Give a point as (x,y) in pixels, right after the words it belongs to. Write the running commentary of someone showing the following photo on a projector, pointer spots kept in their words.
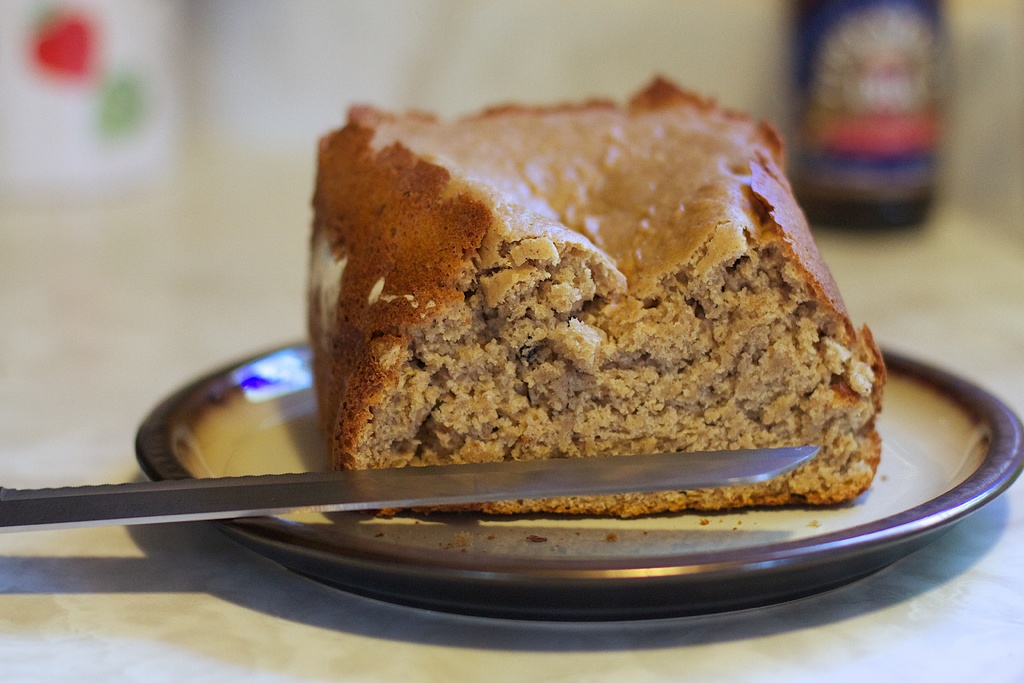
In the foreground of this image (656,443), there is a bread (856,469) on a platter (715,556) and also there is a knife (361,500) on it. In the background (842,150), there is a bottle (868,153) and remaining objects (155,93) are not clear.
